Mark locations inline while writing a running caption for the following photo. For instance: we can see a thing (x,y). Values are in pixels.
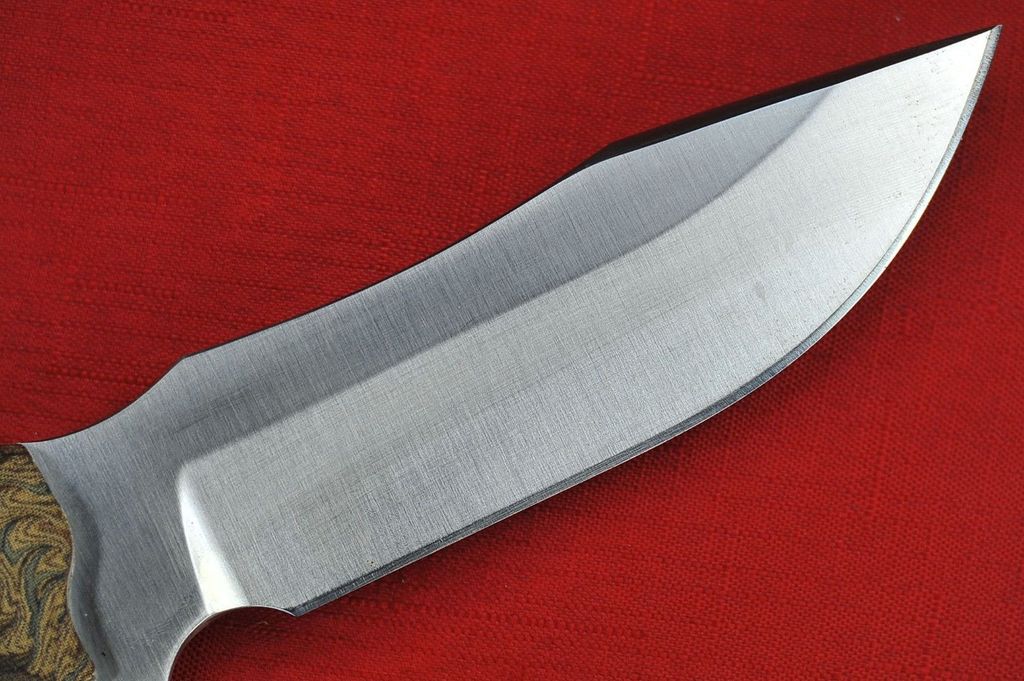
In this image I can see the knife (208,486) on the red color surface (270,224).
